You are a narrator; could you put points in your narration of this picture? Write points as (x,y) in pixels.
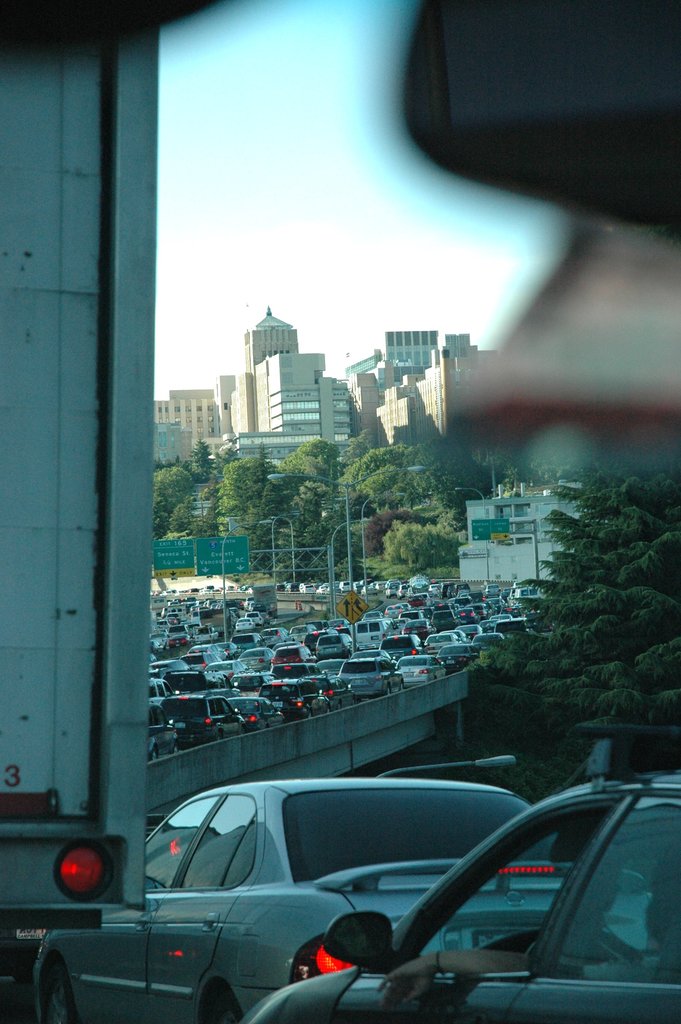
In this picture I can see vehicles (328,699) on the fly over (357,752), there are boards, poles (290,569), lights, trees (384,563), buildings (283,331), and in the background (362,190) there is sky (312,233).
